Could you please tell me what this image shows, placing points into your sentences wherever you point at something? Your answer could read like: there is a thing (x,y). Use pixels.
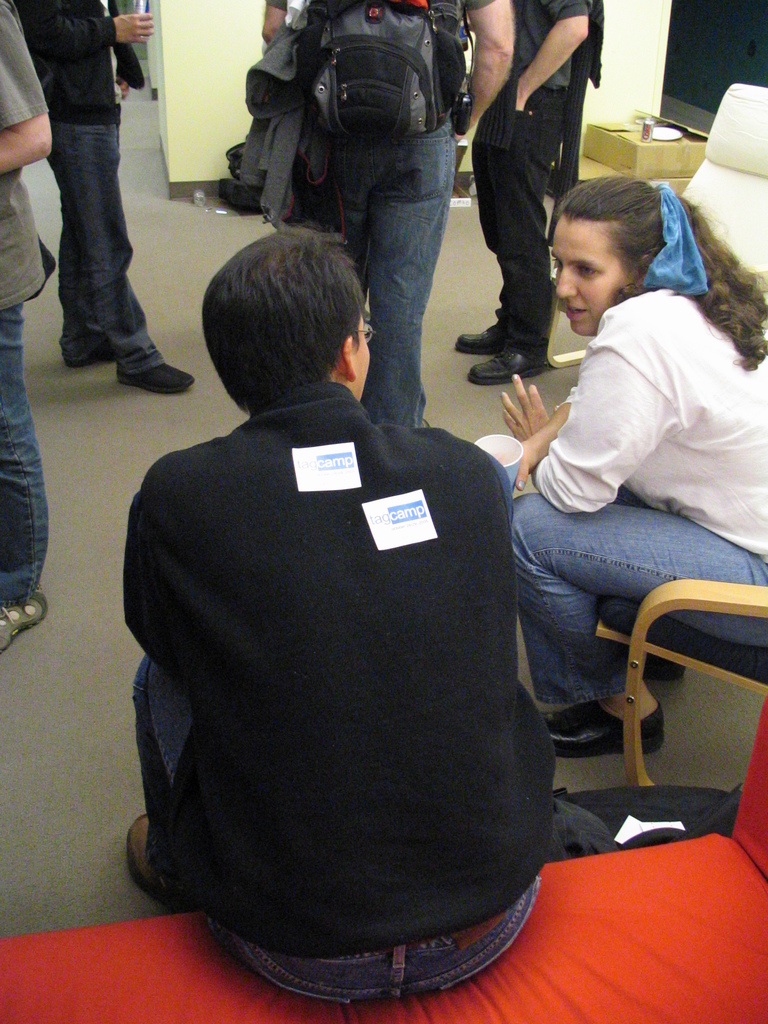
There is a man (428,815) with black jacket (437,758) sitting. And a girl (644,397) with the white shirt (663,388) is sitting on the chair (672,620). There are many people (54,96) standing.
